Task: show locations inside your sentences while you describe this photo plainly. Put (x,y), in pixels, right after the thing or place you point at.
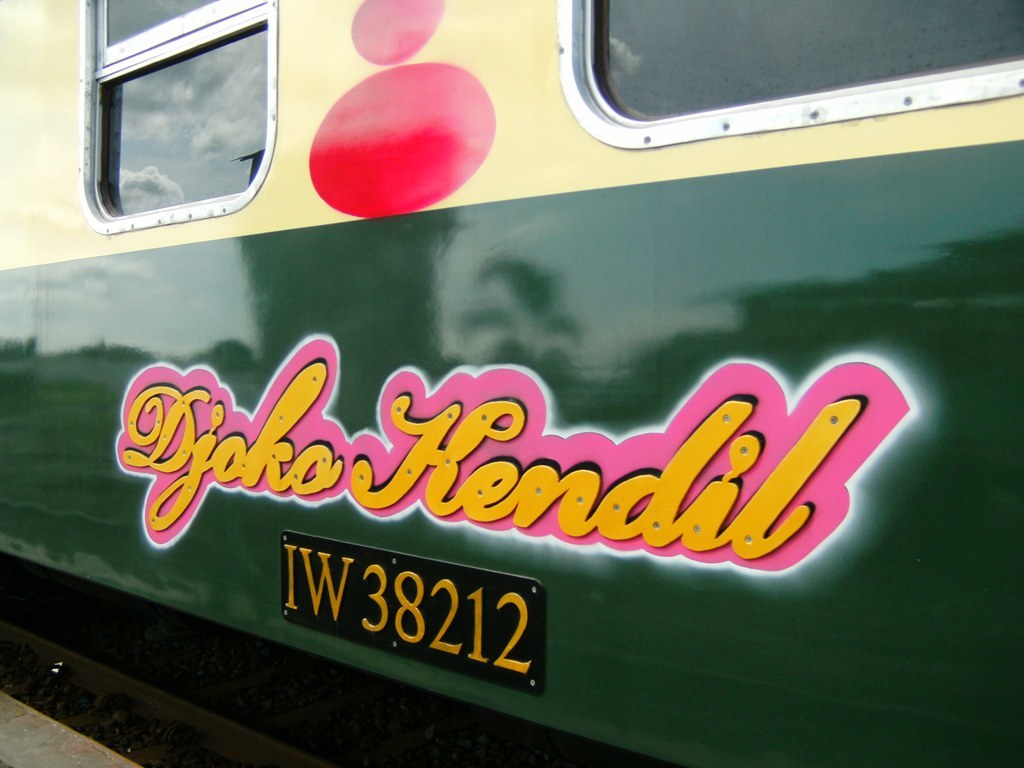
In this picture I can see a train (135,150) in front (45,181) and I see something is written on it. On the top of this picture (915,3) I can see the windows (855,36).
